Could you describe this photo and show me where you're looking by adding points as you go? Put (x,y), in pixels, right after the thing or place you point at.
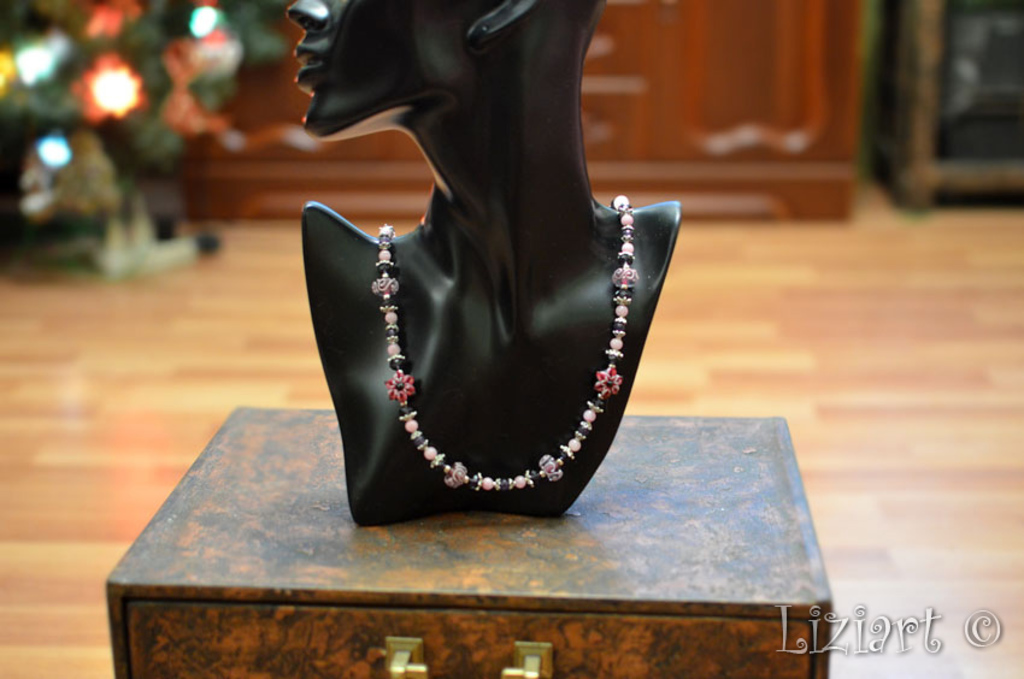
In this image I can see a mannequin (349,38) wearing chain (393,326) and it is on the table (326,533) and the table (326,533) is in brown color. Background (710,78) I can see a wooden cupboard (757,66) in brown color.
